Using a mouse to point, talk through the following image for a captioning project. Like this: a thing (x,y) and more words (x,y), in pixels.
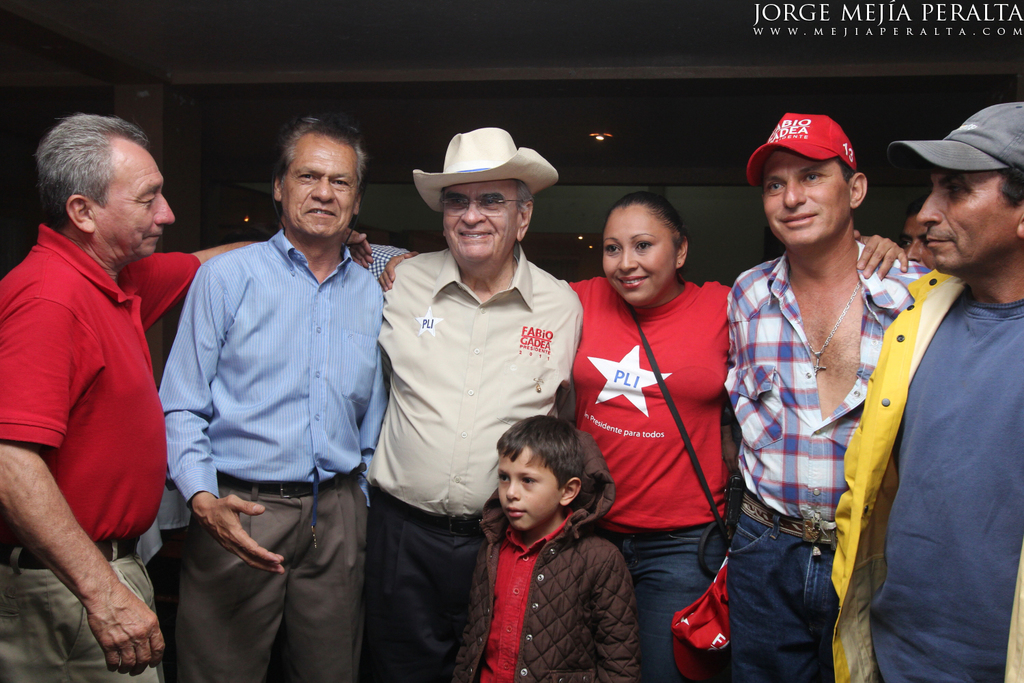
In this image in the center (500,360) there are some people (689,421) who are standing and one person (705,454) is wearing a bag (677,412), and there is one boy (556,569). In the background (727,172) there is a wall (366,199) and also we could see some lights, at the top (320,26) there is ceiling (561,30).
